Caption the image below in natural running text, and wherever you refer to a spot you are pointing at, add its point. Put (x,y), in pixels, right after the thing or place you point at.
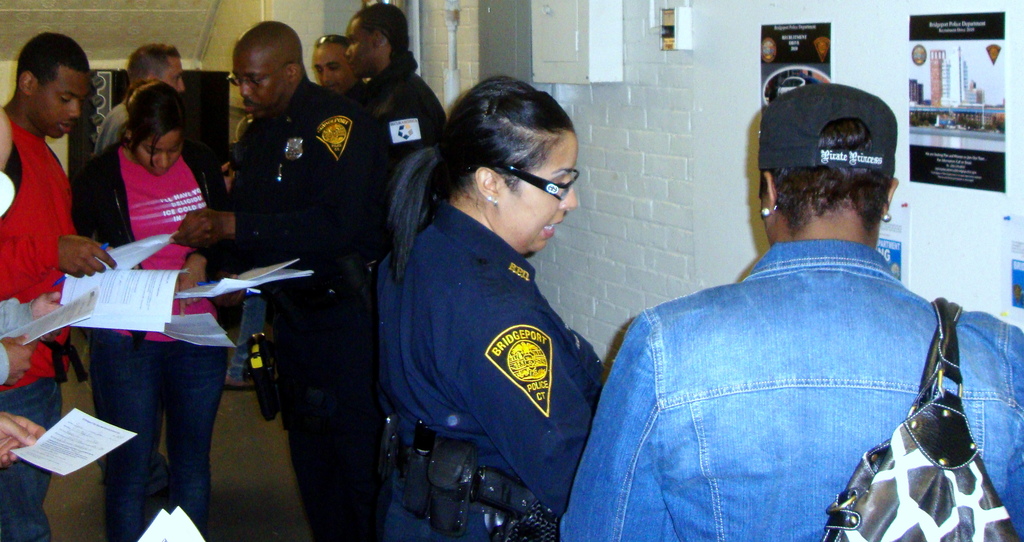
Here we can see all the persons (314,119) standing on the floor (257,488) holding papers (196,340) in their hands (5,438) and pens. Here we can see a wall (711,127) and posters (934,89) on it.
